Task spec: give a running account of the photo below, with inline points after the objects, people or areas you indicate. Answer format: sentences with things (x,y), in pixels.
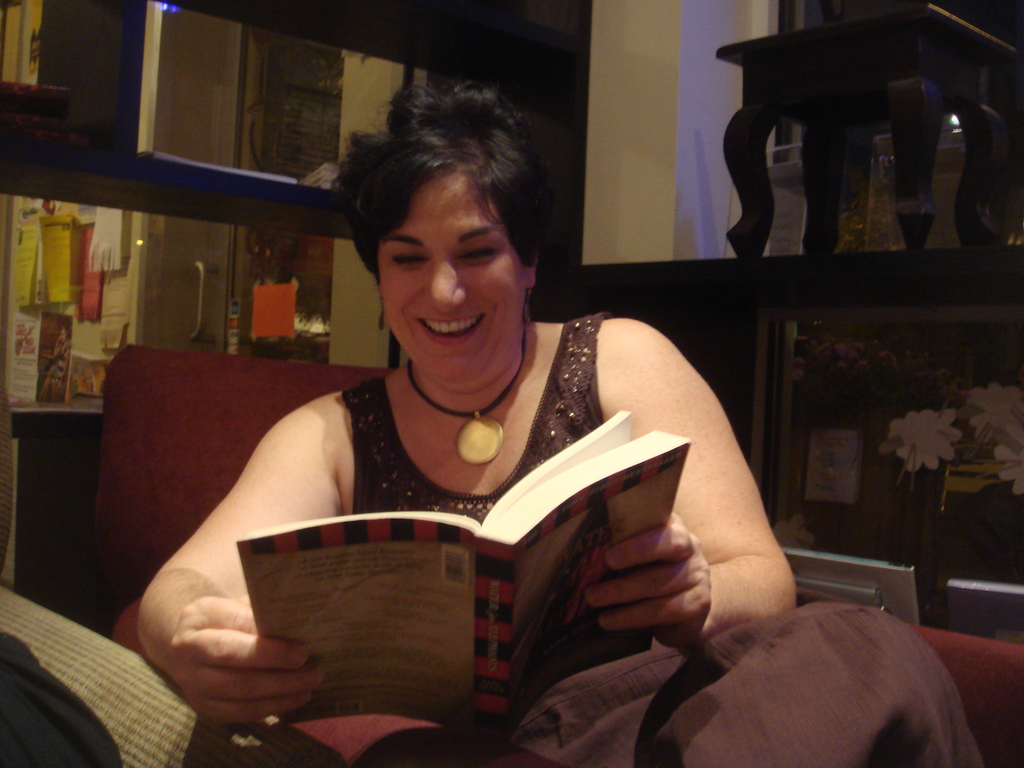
In this picture I can see there is a woman (235,687) sitting here on the chair (107,472) and holding a book (446,660) and in the backdrop (84,344) I can see there is a wall (606,78) and a shelf (567,98).
